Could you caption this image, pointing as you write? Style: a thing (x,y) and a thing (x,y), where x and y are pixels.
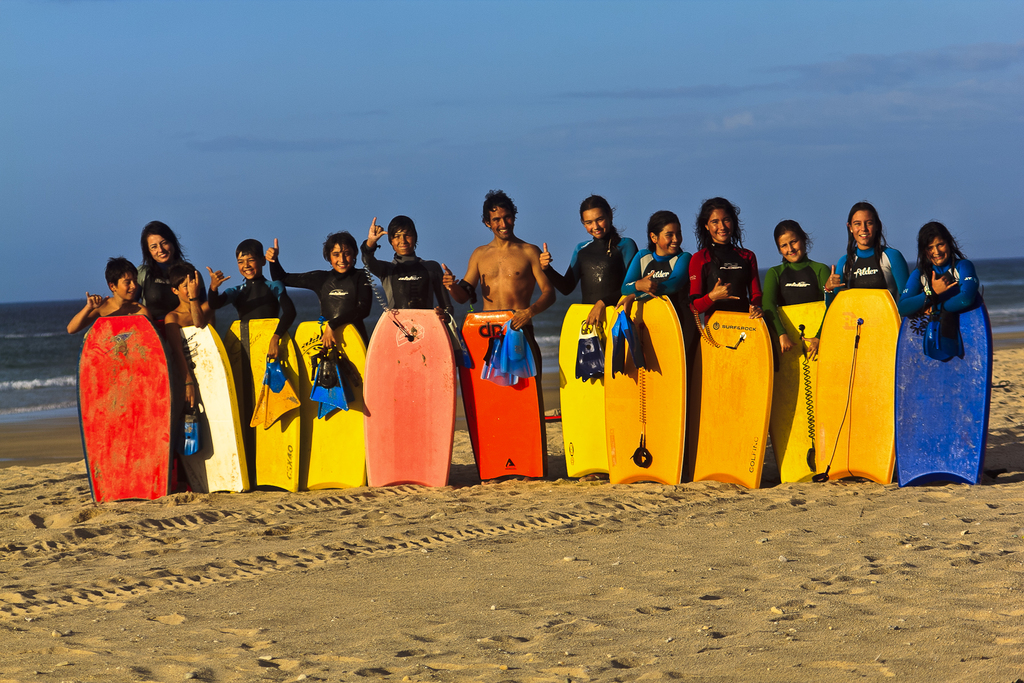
It is an outdoor picture where people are standing at the beach (531,493) holding their boards (476,363) and fins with them. Behind them there is a sea (43,377) and the sky (25,300) is very clear and in the center of the picture (516,247) one person (509,198) is standing without a shirt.
